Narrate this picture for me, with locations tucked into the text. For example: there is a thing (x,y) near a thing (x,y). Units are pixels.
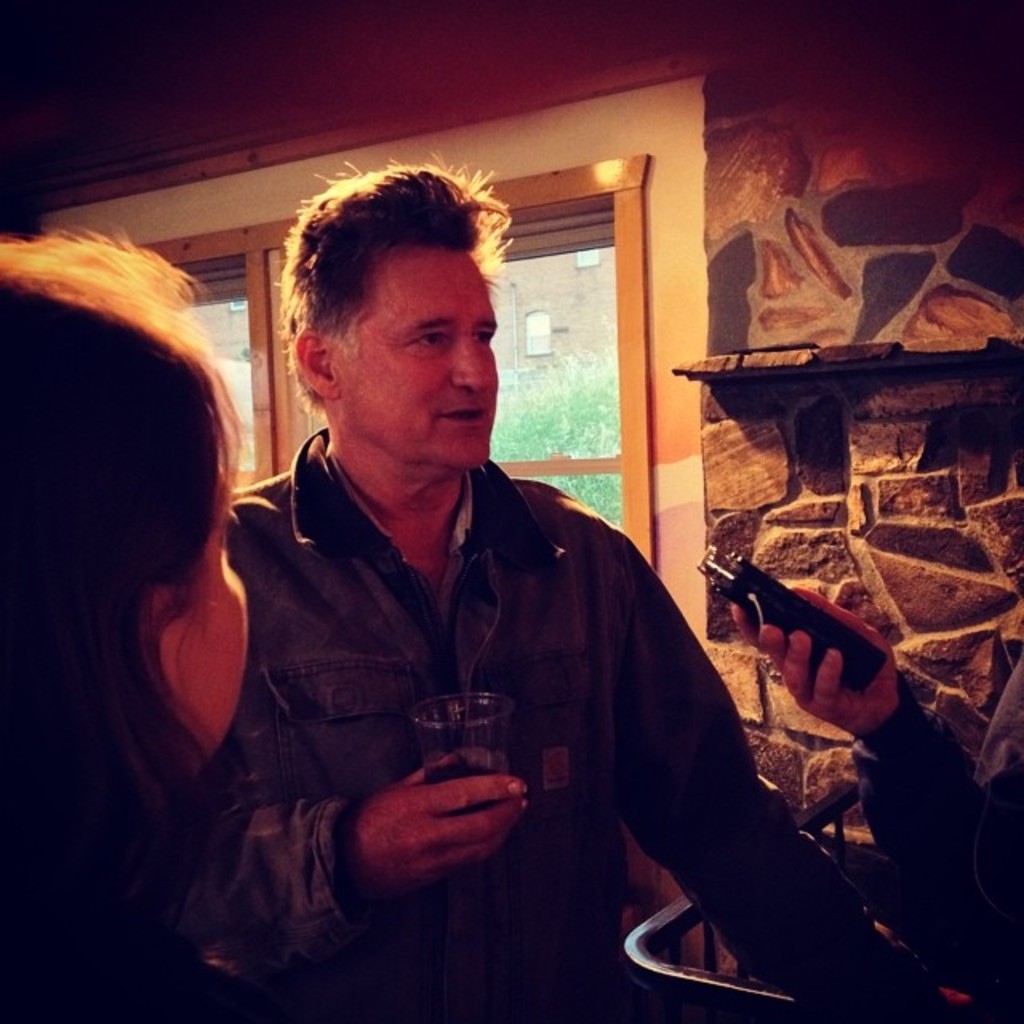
In this image I can see there are two persons (455,523) and I can see window (585,203) and the wall (872,207) visible at the top (111,217).
